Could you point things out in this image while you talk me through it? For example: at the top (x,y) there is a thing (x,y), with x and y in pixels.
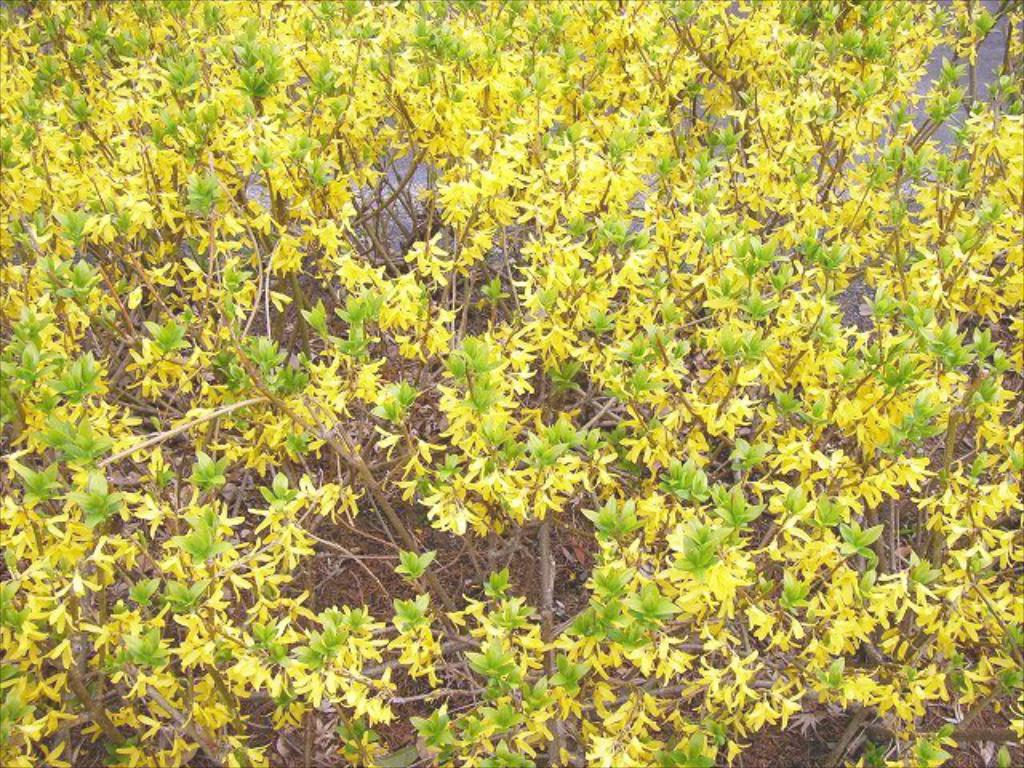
In this image we can see plants (458,226), here are the leaves (85,390).
